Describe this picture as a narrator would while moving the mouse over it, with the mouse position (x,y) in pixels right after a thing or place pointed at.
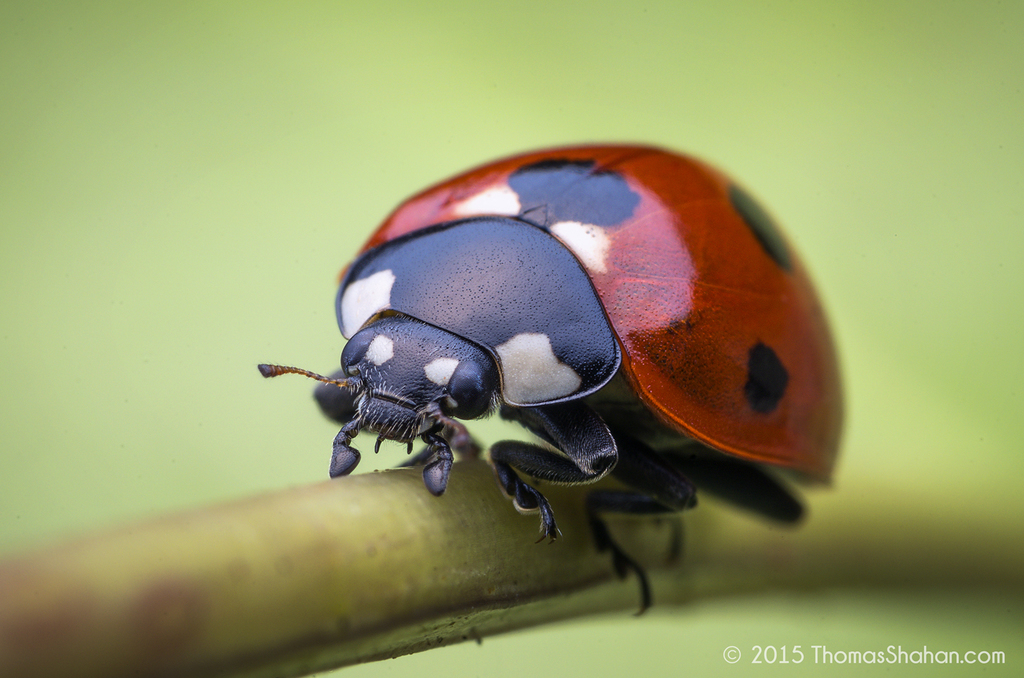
In this image, we can see an insect (584,475) on an object (75,578). We can also see the blurred background (457,25). We can see some text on the bottom right corner (907,658).
